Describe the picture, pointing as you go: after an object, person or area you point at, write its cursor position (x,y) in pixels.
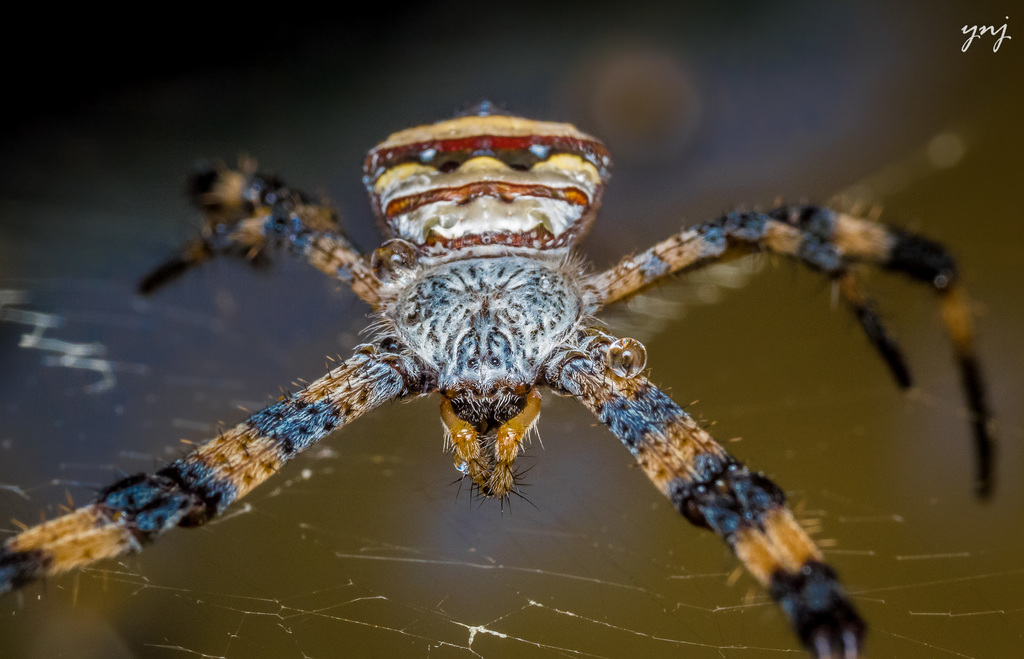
In this image, in the foreground (318,270), I can see an insect (483,139) and the background (882,98) is blurred.
